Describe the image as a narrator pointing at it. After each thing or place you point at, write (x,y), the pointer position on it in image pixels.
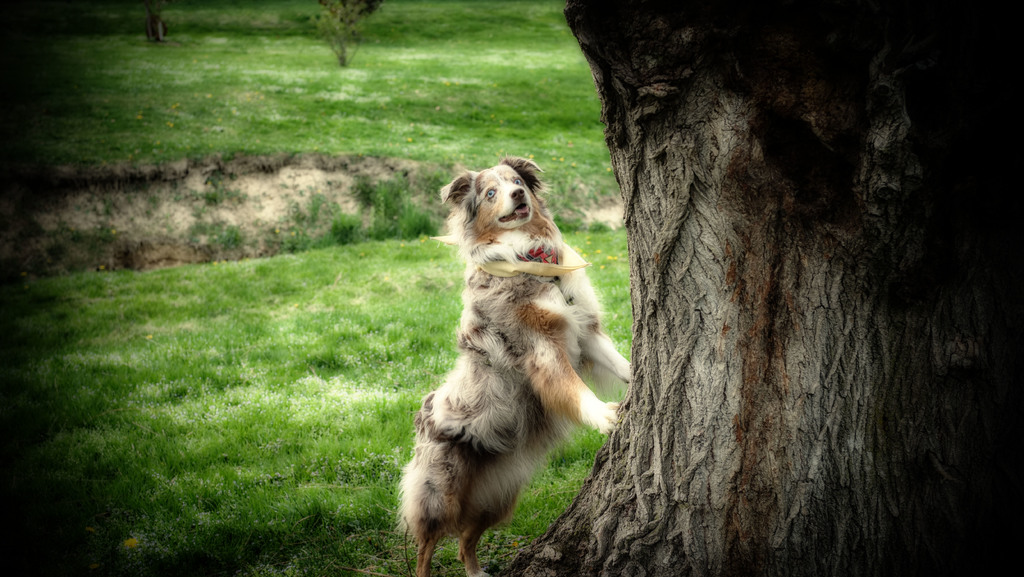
In this image I can see a dog (571,374) is trying to climb the tree (636,347). In the middle (355,296) there is the grass (310,311).
